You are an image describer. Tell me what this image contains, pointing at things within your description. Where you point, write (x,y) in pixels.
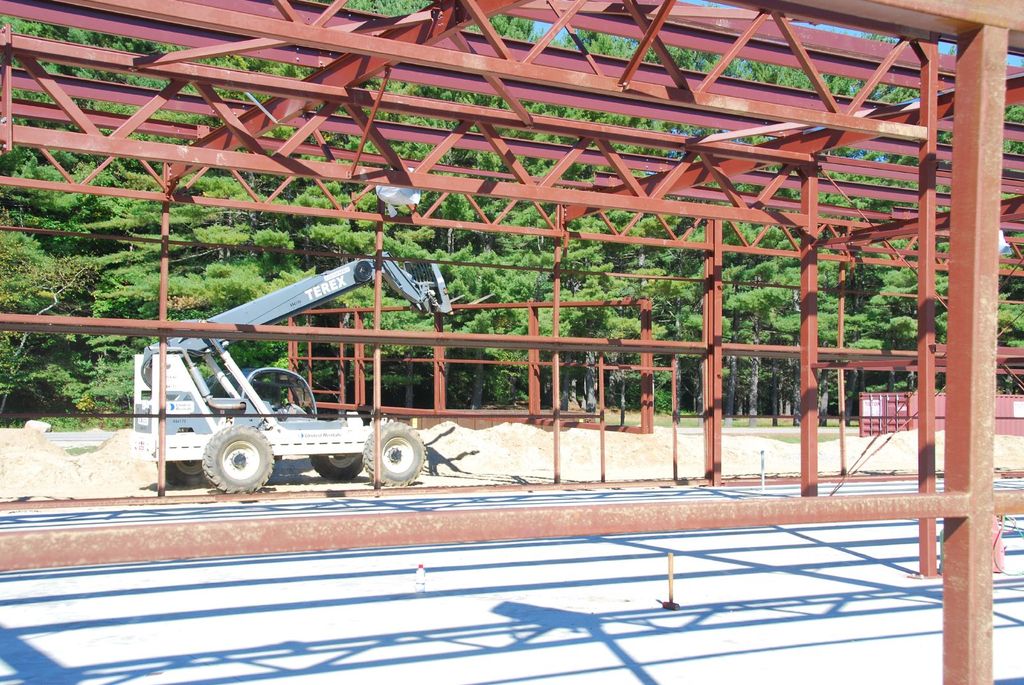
In this image we can see rods (844,474), vehicle (229,364), fence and trees (233,189).
